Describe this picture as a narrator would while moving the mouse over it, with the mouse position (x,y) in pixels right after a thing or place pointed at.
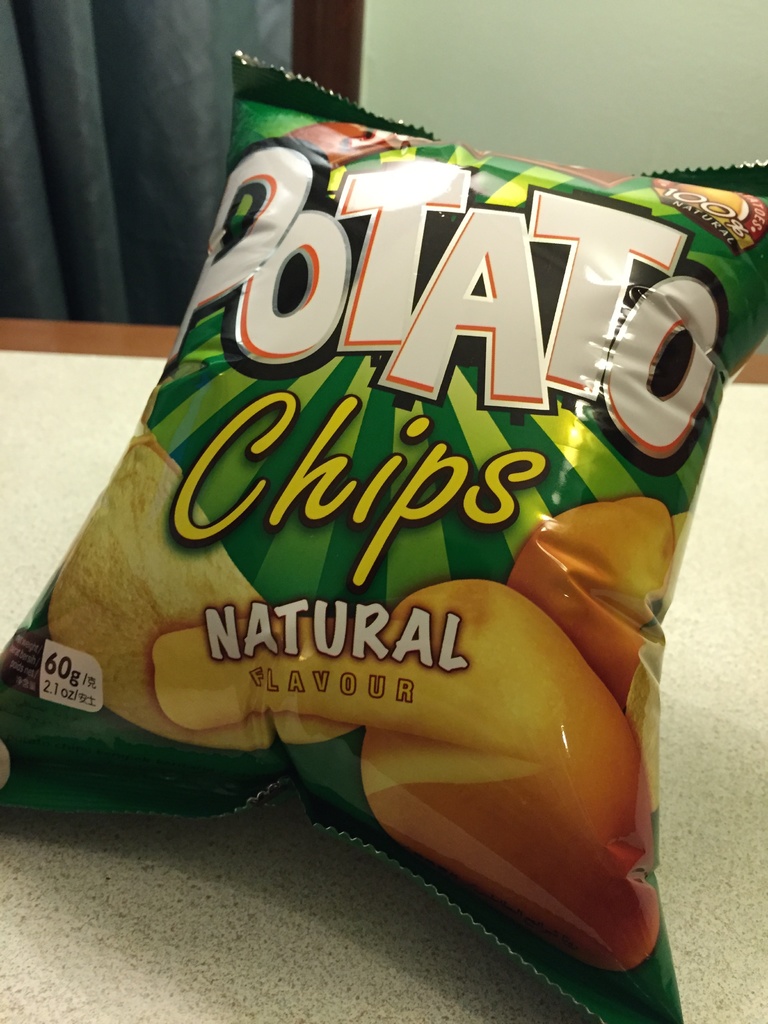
In this picture we can see a chips packet (402,542) in the front (394,580), in the background (453,86) there is a wall (522,34).
